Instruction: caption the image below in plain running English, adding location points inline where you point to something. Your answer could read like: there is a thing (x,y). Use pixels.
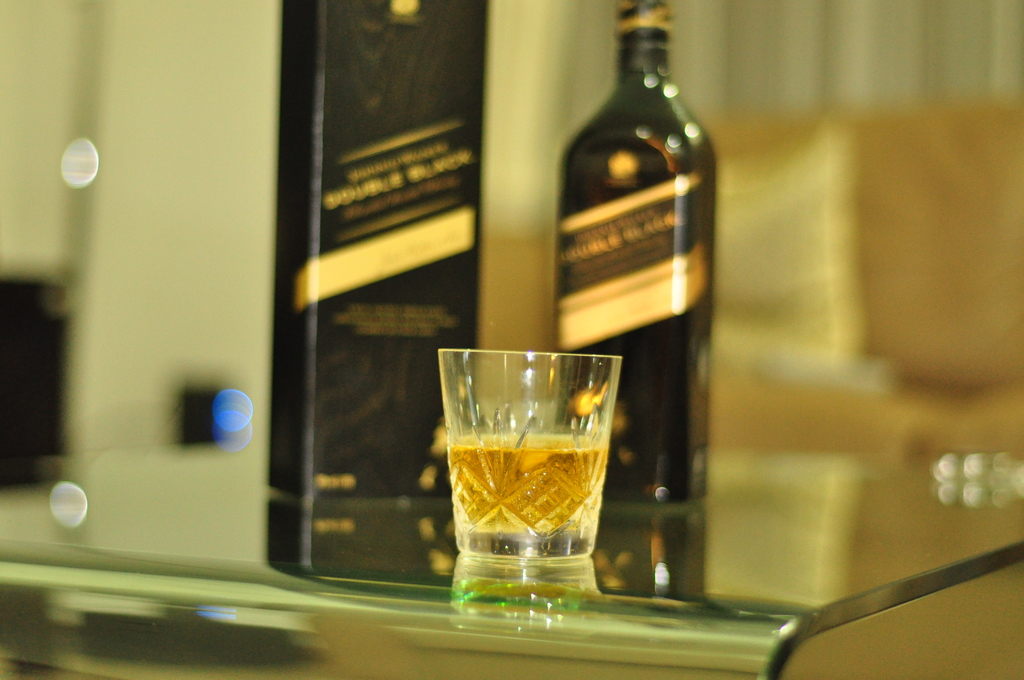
In this image, I can see a glass (513,518) with alcohol (497,509), bottle (627,215) and a box (382,465), which are on a glass table (635,542). There is a blurred background (87,218).
